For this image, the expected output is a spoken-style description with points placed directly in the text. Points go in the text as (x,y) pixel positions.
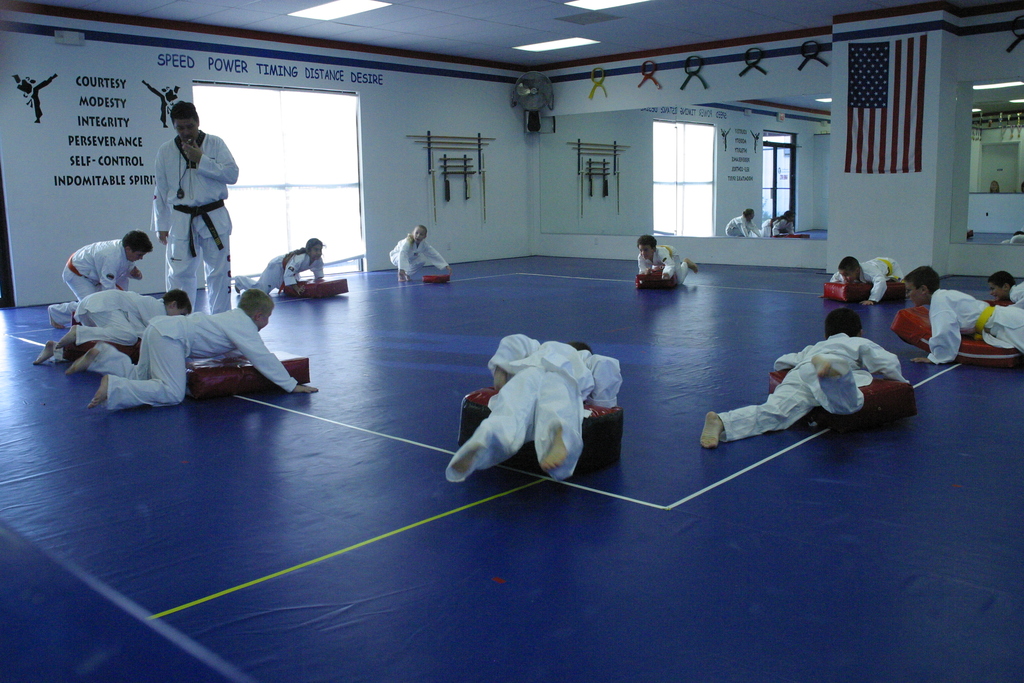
The image is taken in a karate class. In this picture there is a mat (313,308), on the mat (382,446) there are various kids (1004,310) practicing using a board like object (901,413). On the left (183,215) there is a person (193,212) standing. In the center of the background (278,129) there are mirrors (600,174), window (355,136), fan (531,95) and other objects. On the right (890,115) there is a flag (908,116) to the pillar (894,212).
